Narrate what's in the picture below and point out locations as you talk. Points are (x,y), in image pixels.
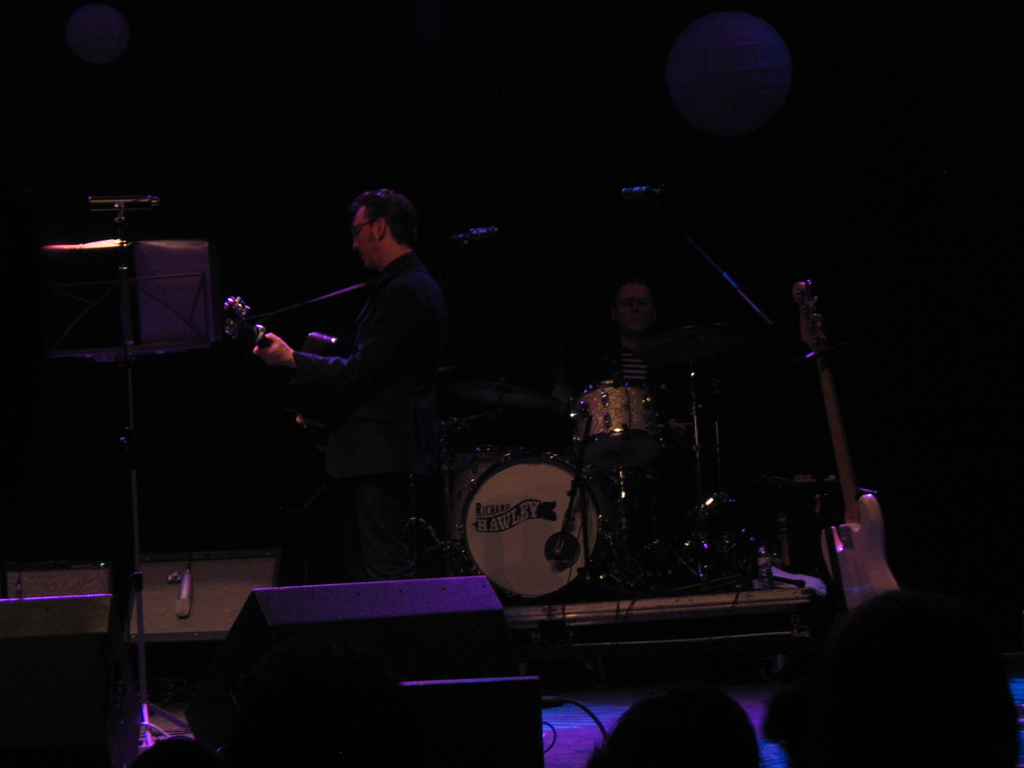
In this image, we can see two people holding objects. We can see a stage (789,597) with some objects (217,567) like musical instruments (530,500), poles (129,427) and microphones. We can also see the ground (584,764) and some objects (335,609).
